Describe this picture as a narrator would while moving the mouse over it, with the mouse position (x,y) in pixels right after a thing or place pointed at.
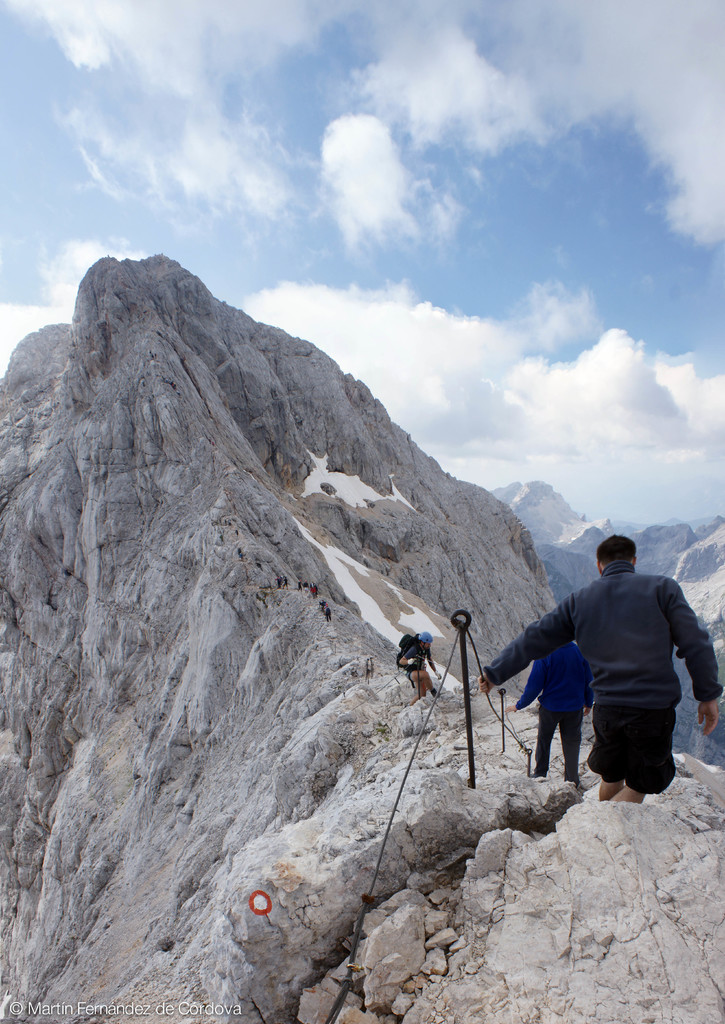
In this picture there are three persons (540,752), among them one person (408,672) carrying a bag (413,643) and wore a helmet (422,634). We can see poles (528,757), ropes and hills (440,629). In the background of the image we can see the sky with clouds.
